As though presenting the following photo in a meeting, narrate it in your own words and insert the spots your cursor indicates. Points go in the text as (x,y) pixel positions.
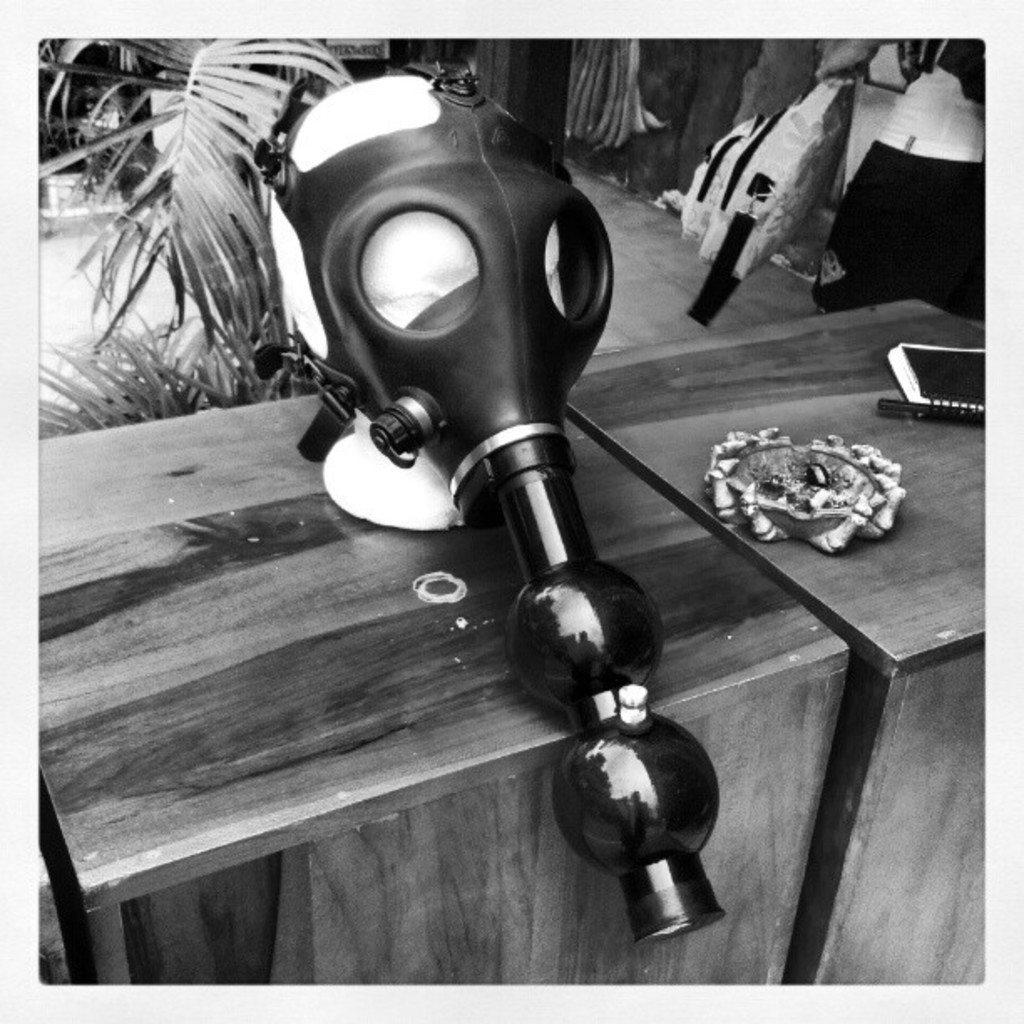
In this picture we can see a book (891,360), mask (530,338) and other things (312,157) on the tables (704,458), in the background (182,103) we can find few plants (217,160).
